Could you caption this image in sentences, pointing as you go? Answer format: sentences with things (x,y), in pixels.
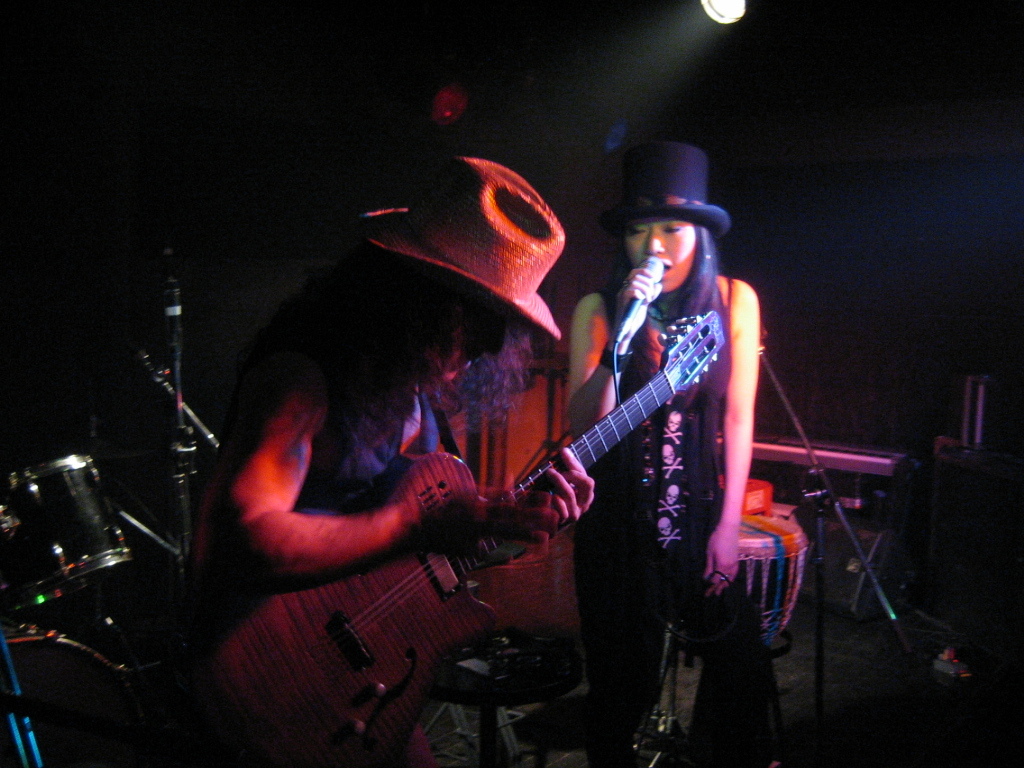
In the image there are two people (424,434) both man (266,556) and woman (712,497). On left side (325,518) there is a man (367,495) holding a guitar (407,550) and playing it, on right side (731,434) there is a woman (684,393) wearing a black color hat (650,196) she is also holding microphone (657,272) and opens mouth (673,265) for singing. In background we can see some musical instruments (844,474) on top there is a light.
